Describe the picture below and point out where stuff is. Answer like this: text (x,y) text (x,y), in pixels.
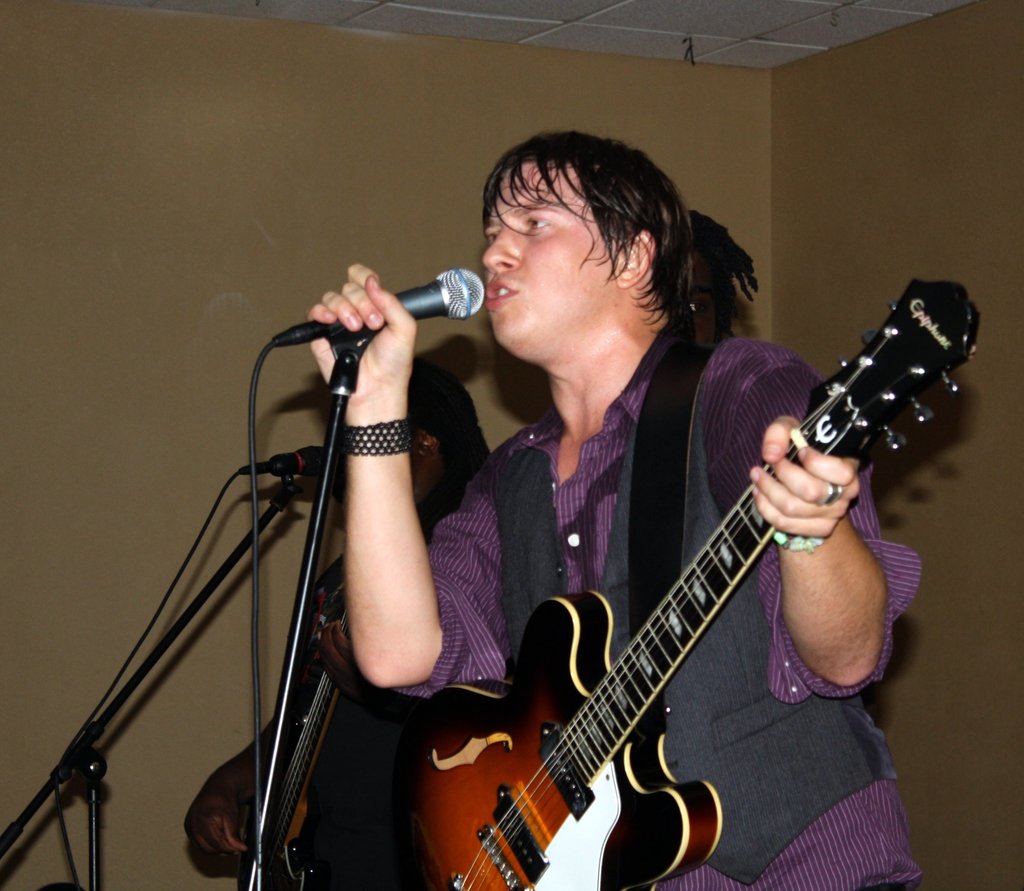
A person (832,603) is standing, holding a guitar (599,718) behind this person (539,255) there is a wall (429,194).
